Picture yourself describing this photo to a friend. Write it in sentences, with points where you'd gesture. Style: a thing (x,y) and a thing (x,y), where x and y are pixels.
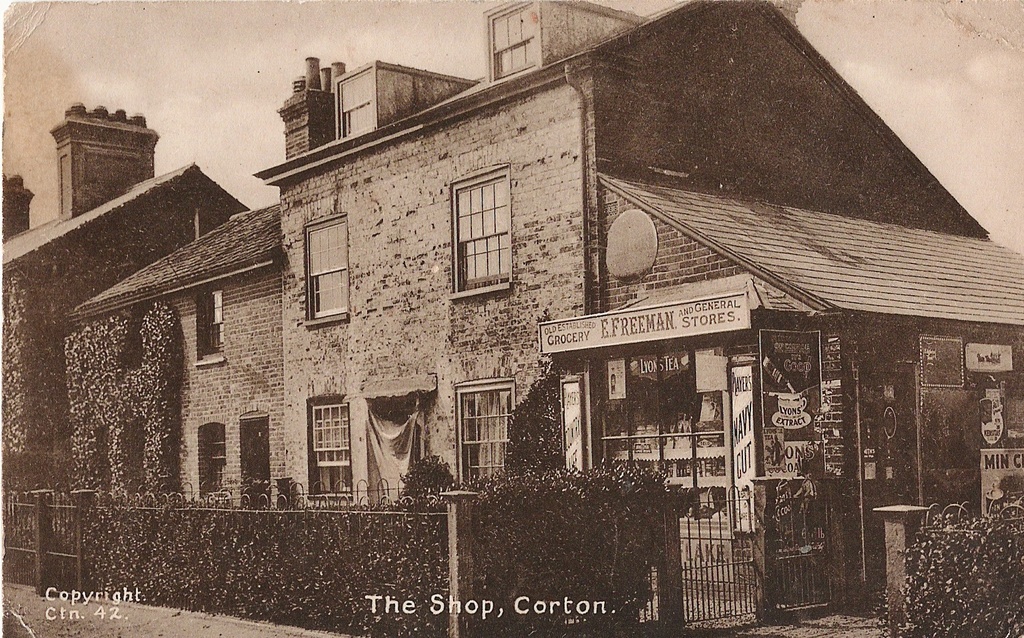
This is an edited picture. In this image there are buildings (549,312) and there are plants (547,557) and there are boards (543,328) on the buildings (761,324) and there is text (617,324) on the boards (992,412). In the foreground (770,569) there is a railing (802,581). At the top (276,51) there is sky (222,169). At the bottom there is text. At the bottom left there is text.
